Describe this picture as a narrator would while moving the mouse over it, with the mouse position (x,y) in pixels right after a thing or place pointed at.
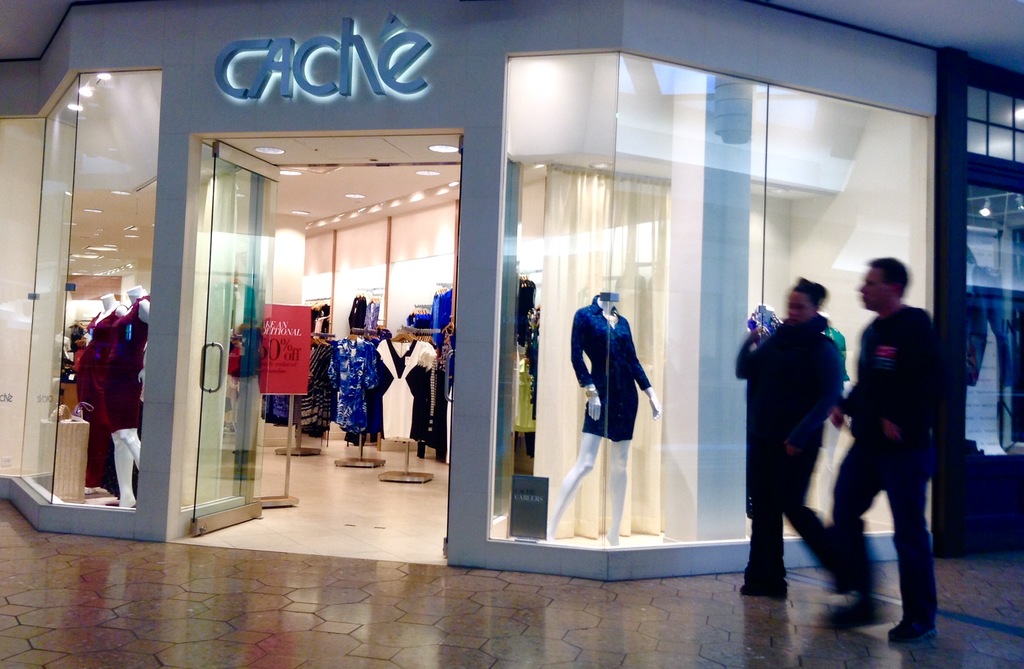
In this picture we can see couple of people (779,337) in front of the store (705,341), in the store (401,317) we can find few clothes (346,352), mannequins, lights (395,202) and a hoarding (271,342).
